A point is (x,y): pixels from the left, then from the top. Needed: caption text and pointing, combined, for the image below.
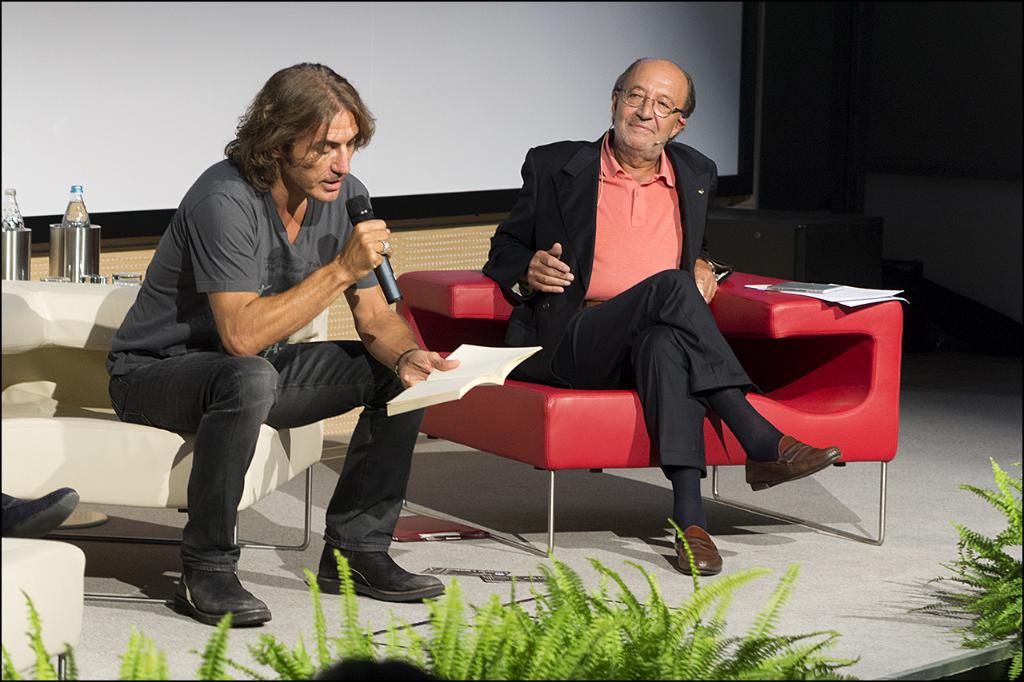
In this picture there is an old man (641,228) who is wearing blazer (691,200), shirt (621,214), trouser (684,360) and shoes (788,457). He is sitting on the red couch (784,351). Beside him there is a man (342,241) is holding a book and mic (361,205). At the bottom (678,610) I can see some plants (762,632). At the top (561,28) there is a projector screen (495,21). On the left (25,267) I can see the water bottles (71,202), cans (73,268) and other objects (97,280) on the table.
